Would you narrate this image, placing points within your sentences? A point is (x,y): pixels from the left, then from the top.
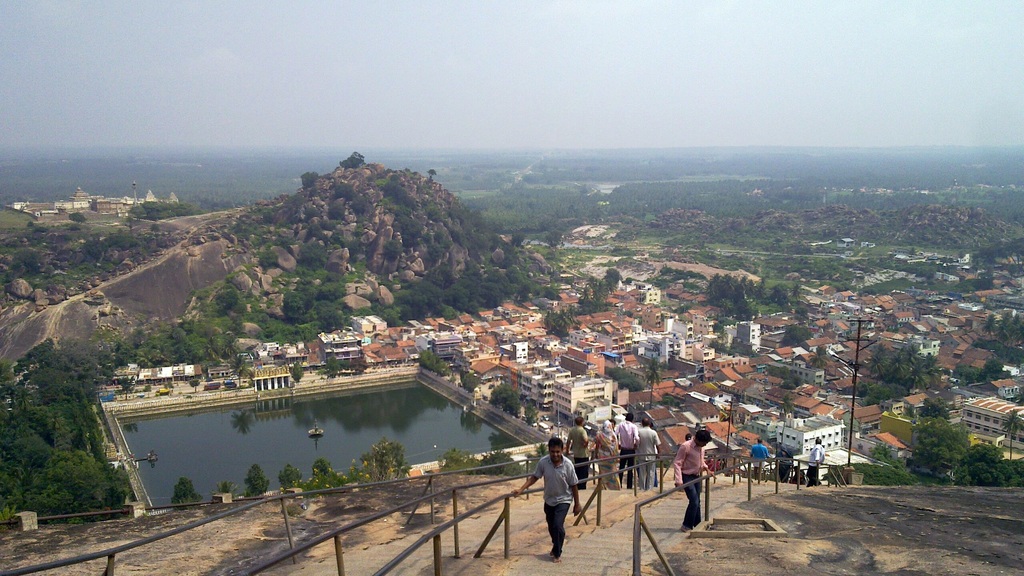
There are people (623,463), buildings (663,373) and water (400,436) in the foreground area of the image (463,401), it seems like mountains (197,288), greenery (796,287) and the sky (583,112) in the background (700,60).
